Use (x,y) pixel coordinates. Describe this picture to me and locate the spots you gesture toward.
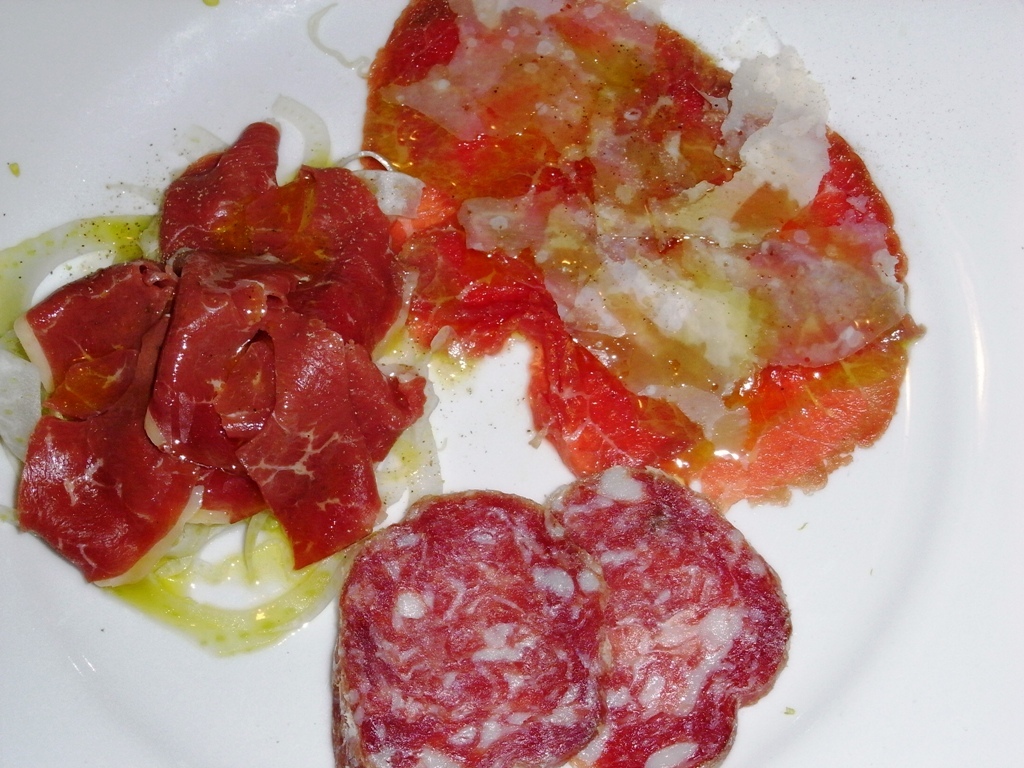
This image consists of a plate (144,697) on which I can see some food items (331,486).
